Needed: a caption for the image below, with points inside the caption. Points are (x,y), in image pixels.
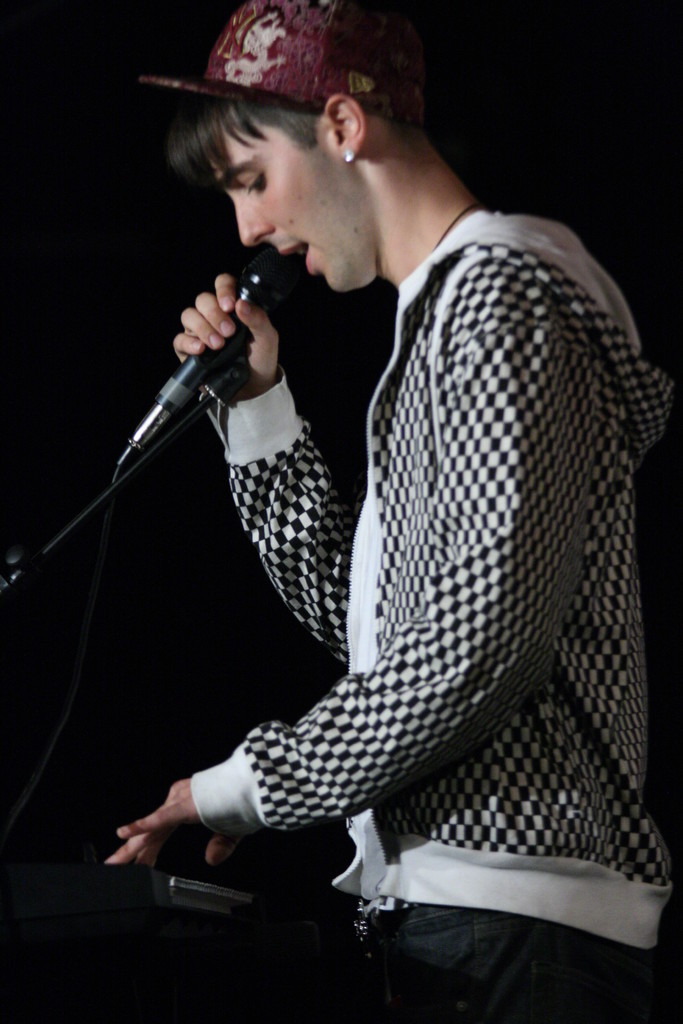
In this image I can see a person (543,938) standing and holding a microphone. He is wearing a cap (279,28) and a checkered hoodie (451,698). There is a black background (19,427).
